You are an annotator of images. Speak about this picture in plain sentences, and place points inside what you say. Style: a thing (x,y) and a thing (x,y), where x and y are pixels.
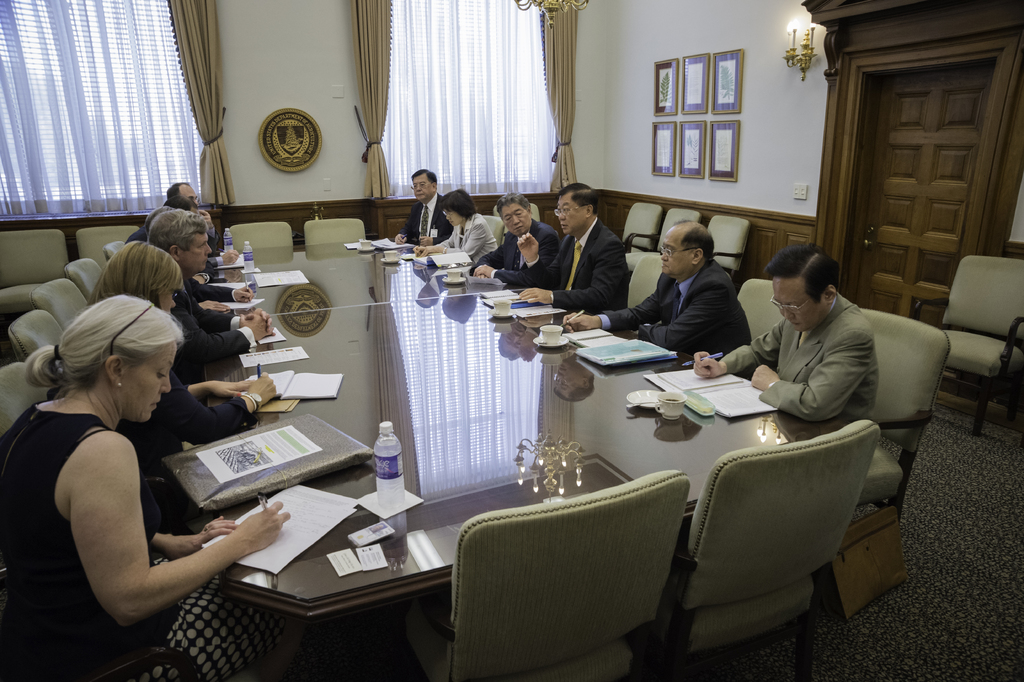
This is the picture of a hall (537,447) where we have some people (213,605) sitting on the chairs (710,558) in front of the table (644,442) on which there are some books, papers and some pens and we have some lamps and frames (660,122) to the wall (615,95) in the room (397,42).
